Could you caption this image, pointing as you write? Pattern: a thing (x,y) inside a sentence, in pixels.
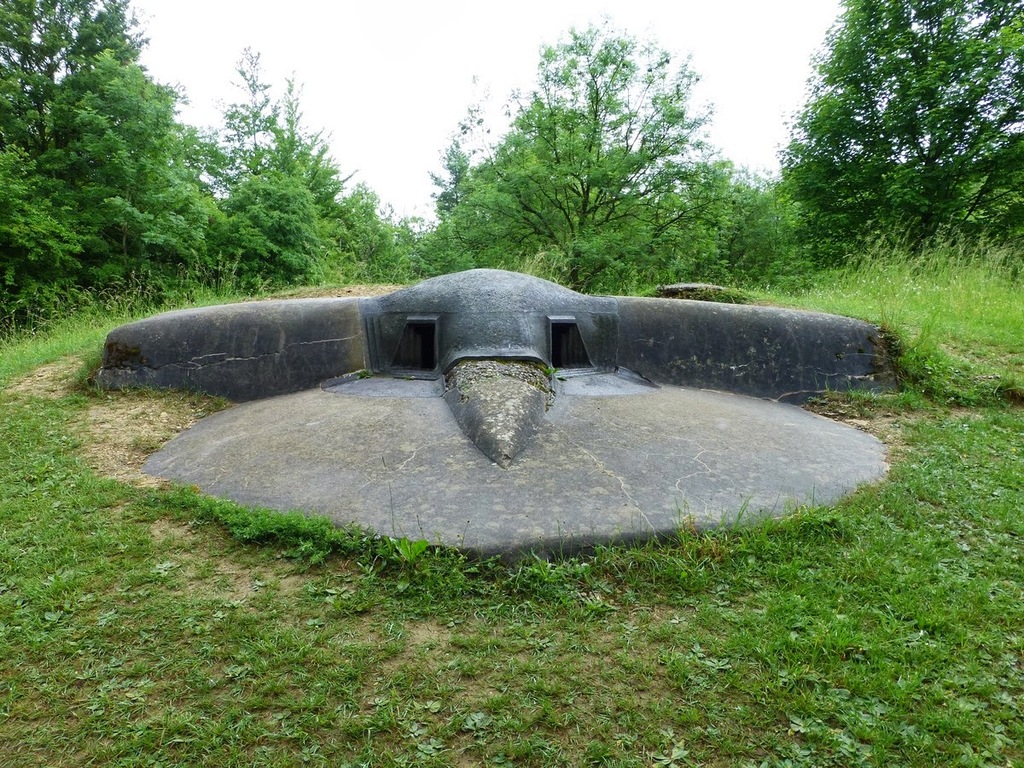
In this image, this looks like an underground house (438,482). This is the grass (936,496). These are the trees (299,210) and plants (144,299).
